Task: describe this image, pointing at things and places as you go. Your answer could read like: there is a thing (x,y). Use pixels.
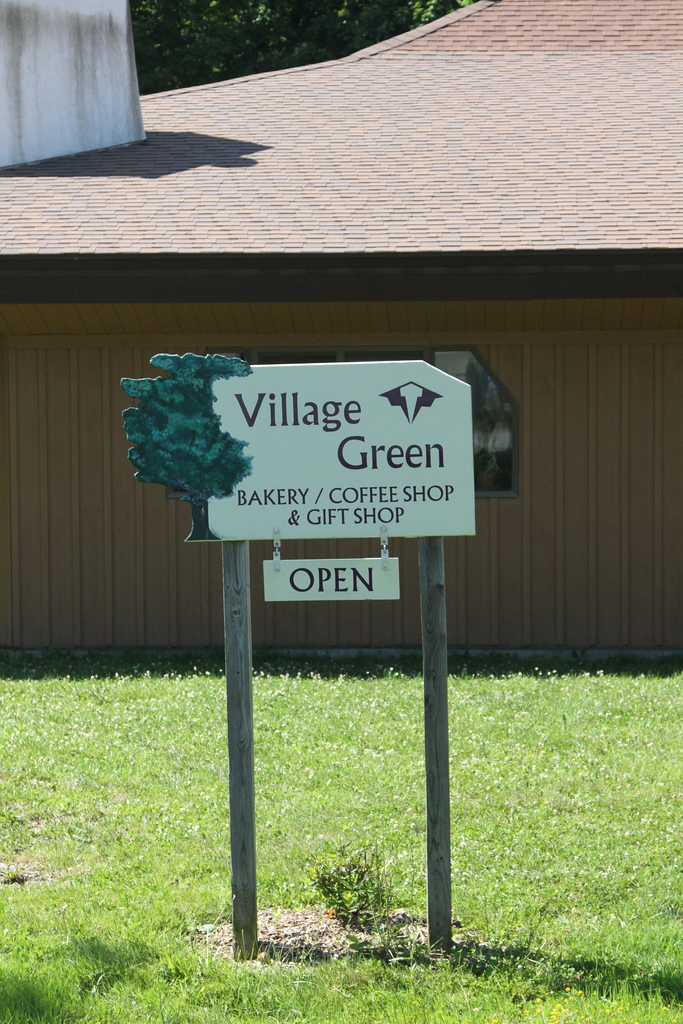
In the image in the center (401,520), we can see one sign board (376,456). On the sign board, it is written as "Village Green". In the background (298,87) we can see trees (196,28), grass (138,741), building (306,296), roof (386,284), wall (612,509) etc.
